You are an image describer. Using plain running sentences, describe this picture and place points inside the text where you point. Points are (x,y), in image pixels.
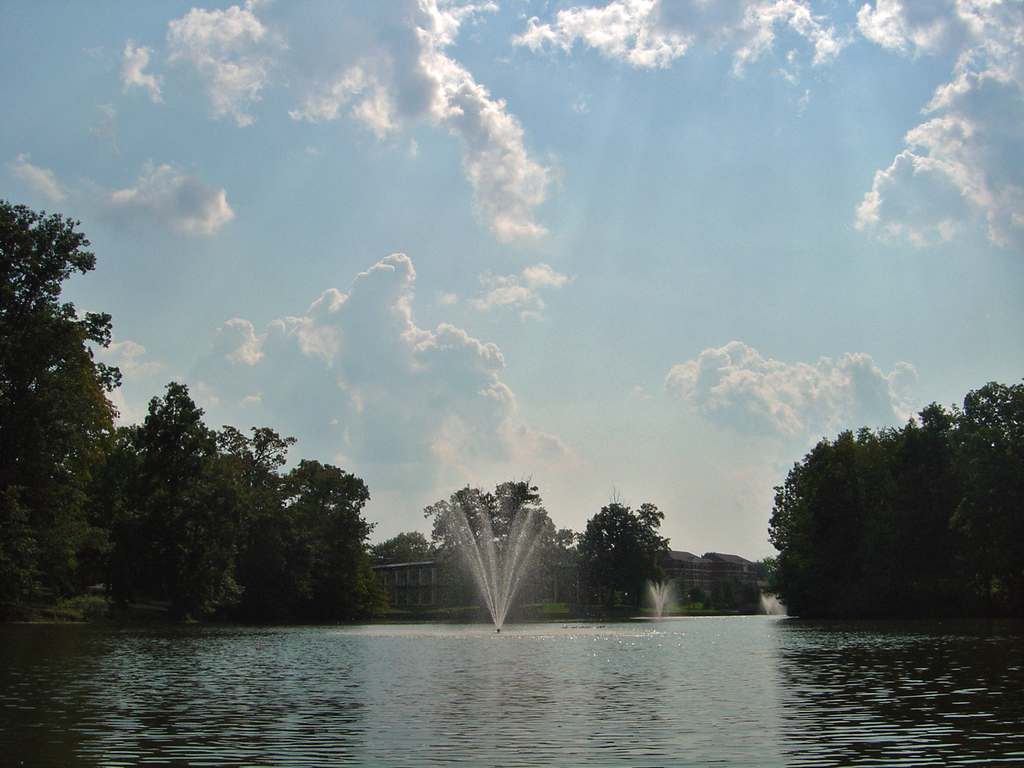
In the center of the image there is water (578,661). There are fountains (667,601). In the background of the image (441,548) there are trees (286,562), buildings (670,568) and sky (637,274).
